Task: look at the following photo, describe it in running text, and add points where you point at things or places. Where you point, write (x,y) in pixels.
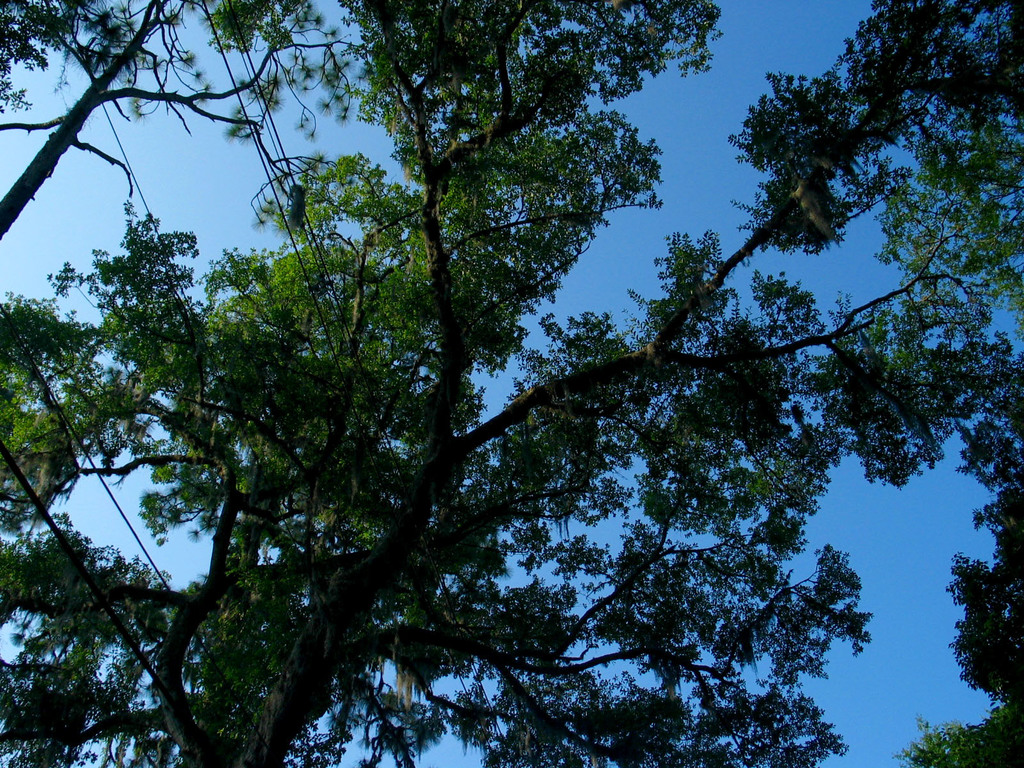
In this image we can see trees (524,471), wires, also we can see the sky (940,556).
